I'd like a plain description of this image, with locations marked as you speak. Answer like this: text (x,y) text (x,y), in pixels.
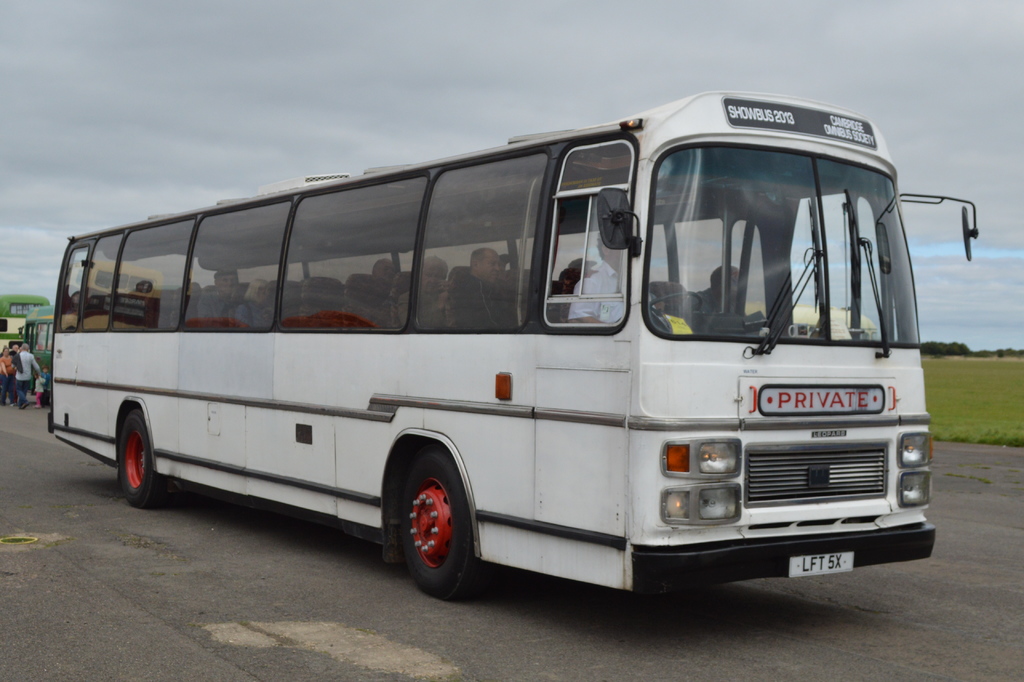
In the image there is a bus (388,301) on the road (18,490) and behind the bus (81,343) there are few other people (2,355) standing beside another bus (29,326) and in the background (968,388) there is a land (951,373) covered with a lot of grass (971,386) and behind that land (943,357) there are some trees (938,345).
